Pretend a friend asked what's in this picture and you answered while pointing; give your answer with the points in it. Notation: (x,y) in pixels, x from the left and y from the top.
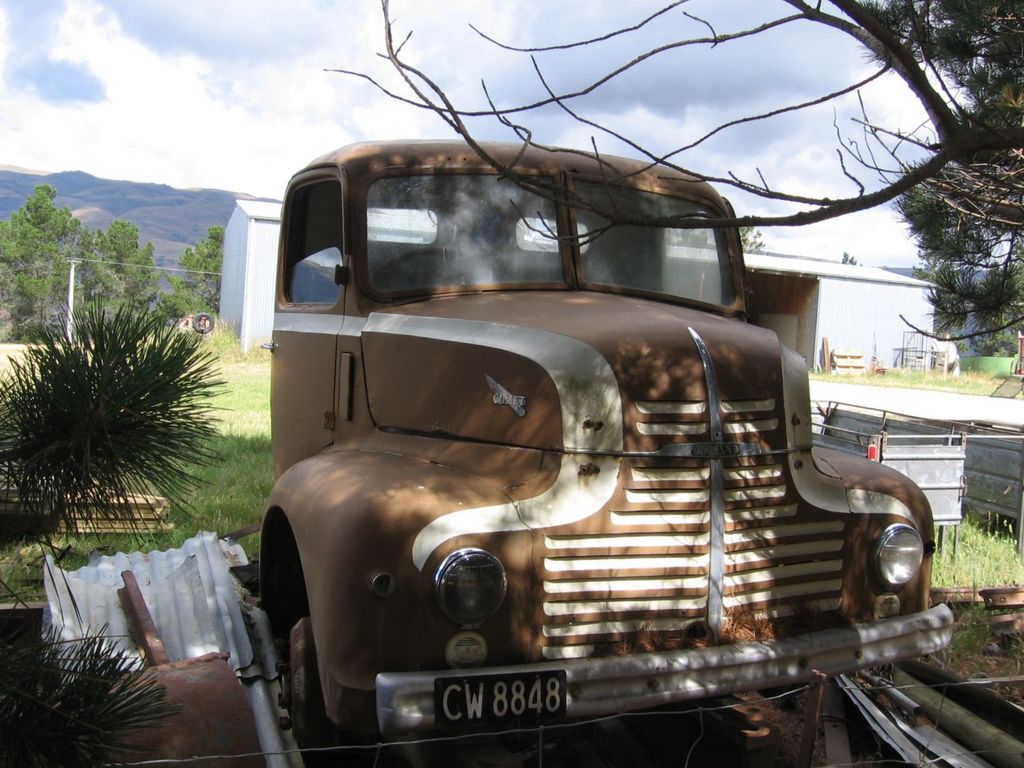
Middle of the image (647,318) we can see vehicle (539,694). Beside this vehicle (654,517) there are plants (114,410), tree (946,202), grass (948,562) and things (961,483). Background of the image (514,3) we can see cloudy sky (227,57), hill (205,193), trees (43,248), pole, shed (865,344) and things (915,346).
